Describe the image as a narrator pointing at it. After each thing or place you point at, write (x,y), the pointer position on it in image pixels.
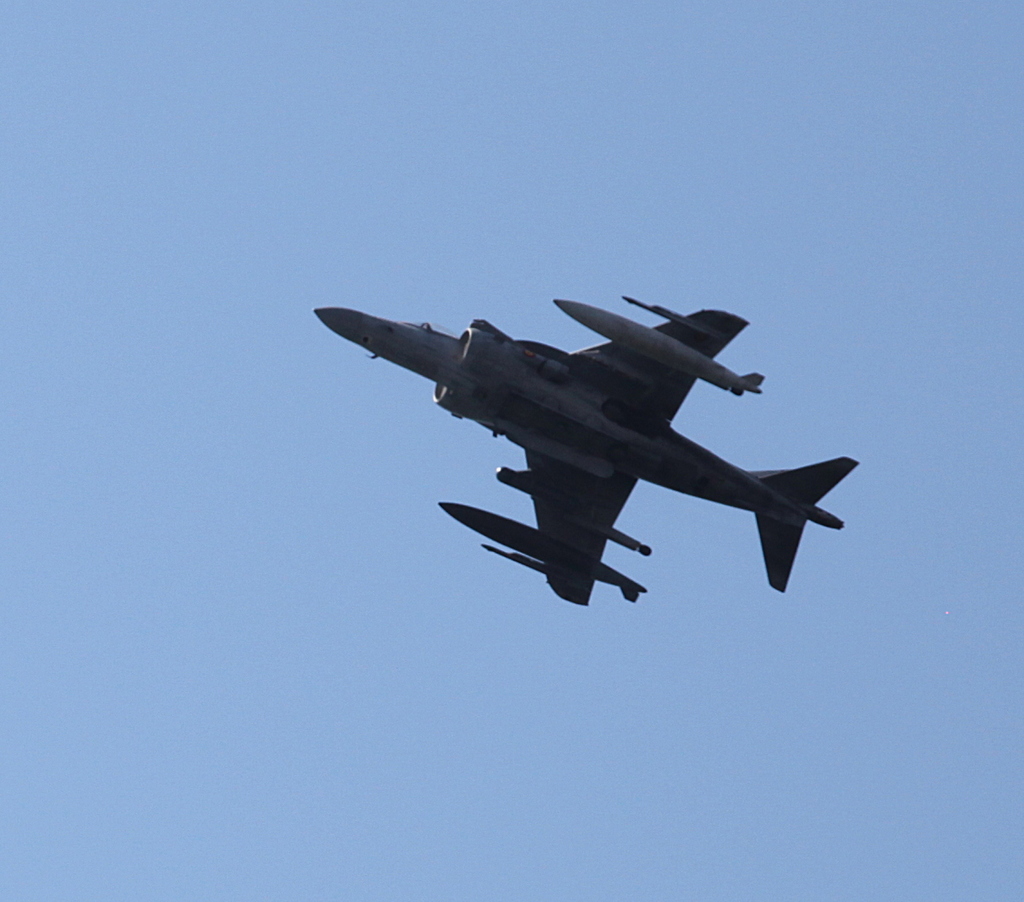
In this image we can see a plane (583,403) flying in the sky (480,166).
